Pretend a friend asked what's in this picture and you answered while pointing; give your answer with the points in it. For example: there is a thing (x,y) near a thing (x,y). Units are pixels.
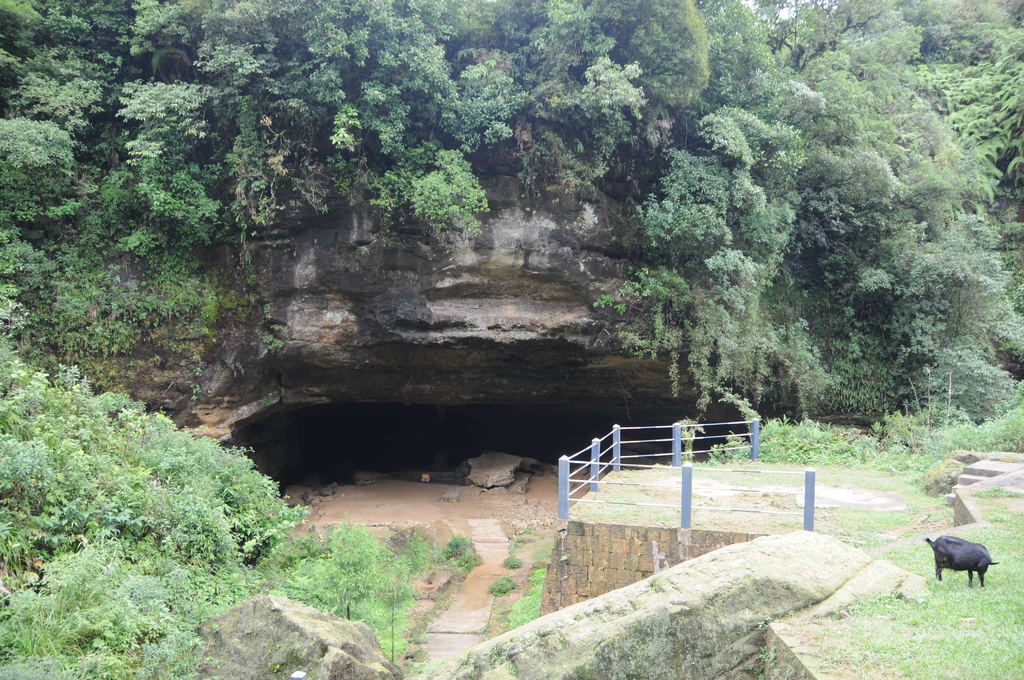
In the foreground of this image (932,546), on the right (974,555), there is an animal (976,569) on the grass (956,605) and we can also see railing (593,460), trees (107,288), rock (327,633) and the cave (393,395).
